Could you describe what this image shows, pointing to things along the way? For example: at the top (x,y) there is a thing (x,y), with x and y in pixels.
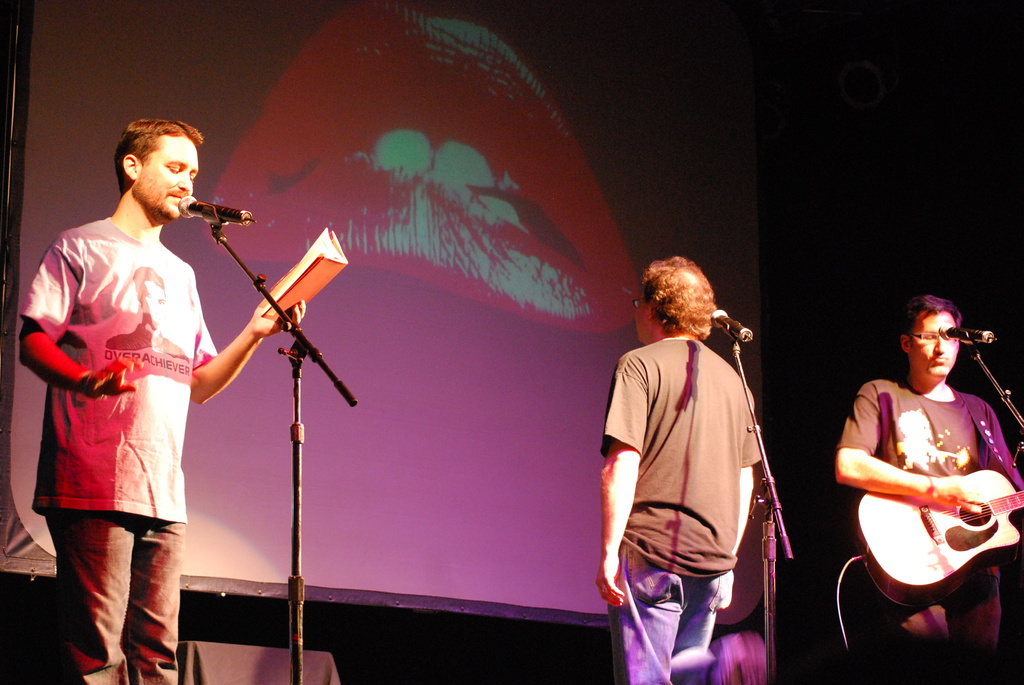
In this picture we can see three persons (649,432) standing on the floor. This is the mike (226,211) and he is singing on the mike (214,216). Here we can see a person (920,495) who is playing guitar (993,532). On the background (600,267) there is a screen (505,231).
